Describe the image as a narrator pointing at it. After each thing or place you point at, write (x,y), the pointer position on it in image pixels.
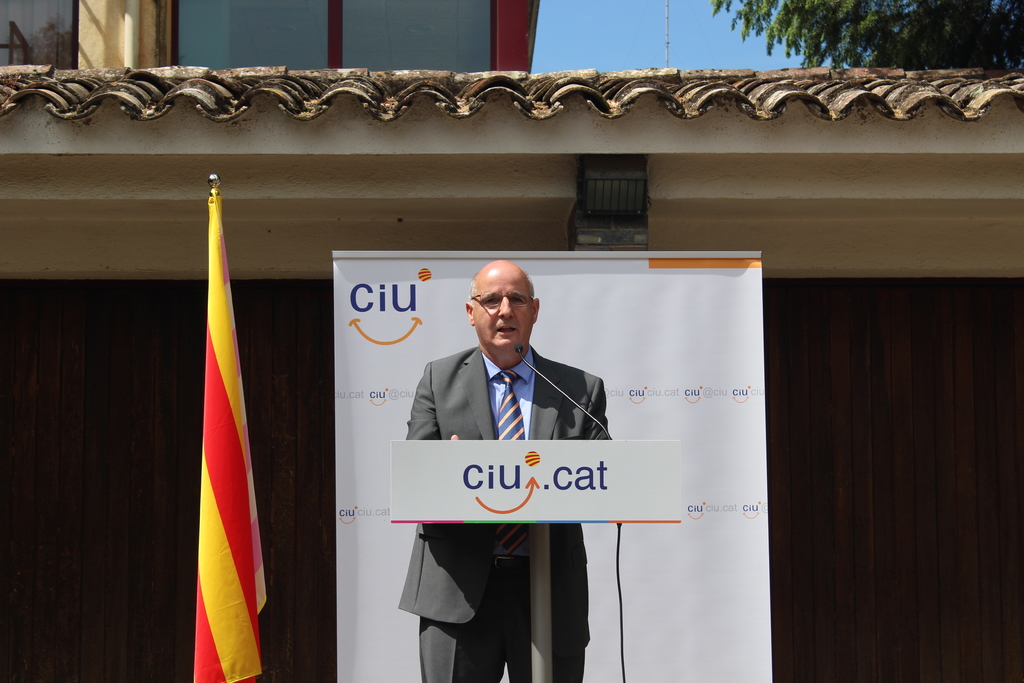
In the image a person (478,664) is standing and speaking into a microphone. There is a flag (248,509), a building (263,449) in the image. There is a tree (911,37) at the top most (887,49) right side of the image (909,53).
